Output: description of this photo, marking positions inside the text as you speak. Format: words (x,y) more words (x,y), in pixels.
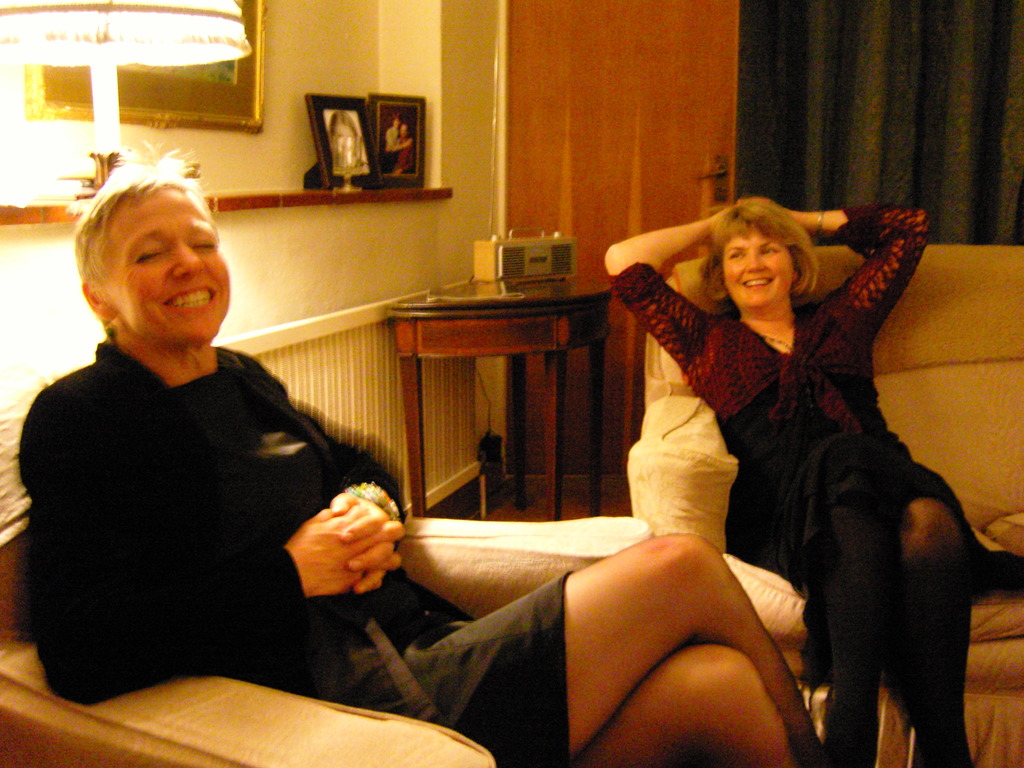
In this picture we can see two women (799,466) are sitting and smiling, on the left side (258,53) there are photo frames (372,96), a lamp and a wall (410,71), there is a table (506,319) in the middle (528,325), in the background (837,150) we can see a door (694,90) and a curtain (841,91), on the right side (938,378) there is a sofa (980,441).
